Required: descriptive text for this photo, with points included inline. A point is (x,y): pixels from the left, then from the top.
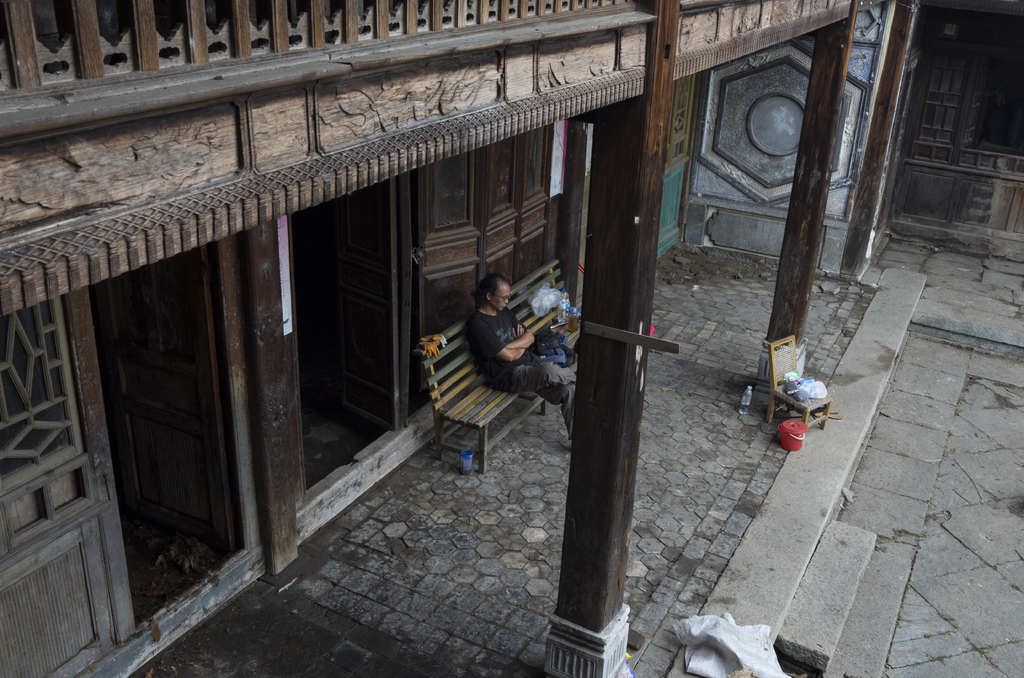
In this image I can see a building (667,163), in front of the building (442,214) I can see a bench (424,361) on the bench (460,376) I can see a person (551,367) and I can see a small chair (822,404) visible in front of the building (383,323), on the small chair (783,392) I can see covers (807,395) and red color bucket (783,439) and bottle (750,396) beside that chair (807,409).
